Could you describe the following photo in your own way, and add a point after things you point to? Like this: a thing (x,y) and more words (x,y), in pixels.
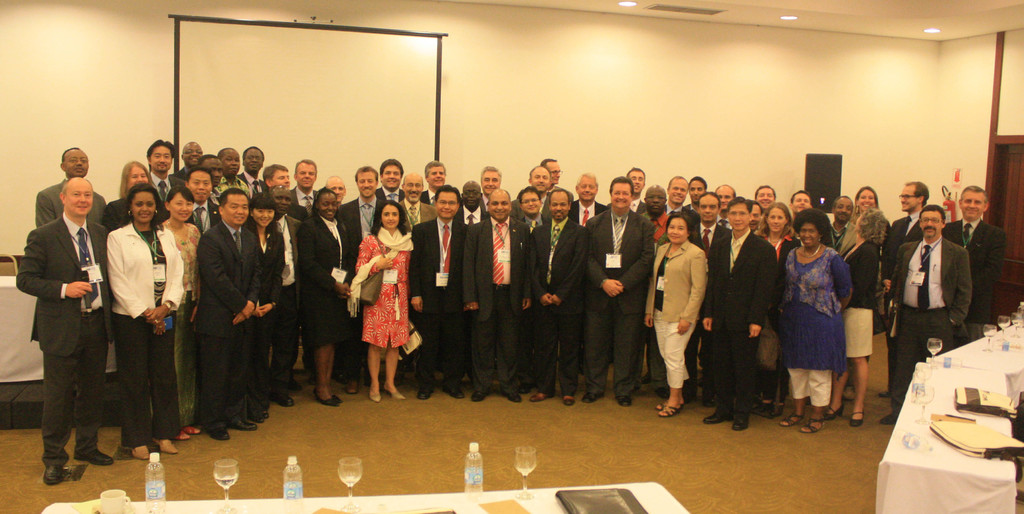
In the picture we can see some group of people (509,291) standing in a closed room (591,224) posing for a photograph, in the foreground of the picture (578,504) there are some glasses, bottles (152,460), books (617,502) on the tables (944,444) and in the background of the picture (423,101) there is projector screen (200,102), sound box (818,169), there is a wall (601,132).
